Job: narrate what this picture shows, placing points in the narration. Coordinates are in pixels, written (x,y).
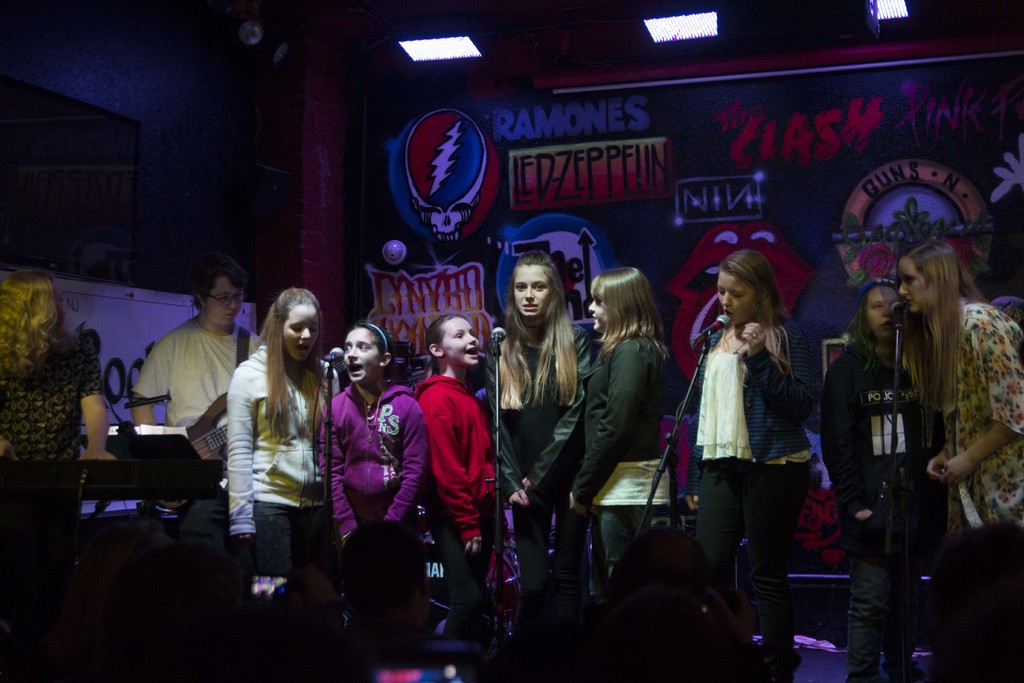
In this picture we can see a group of people (414,556), here we can see mics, lights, banners (825,561) and some objects (428,556).
